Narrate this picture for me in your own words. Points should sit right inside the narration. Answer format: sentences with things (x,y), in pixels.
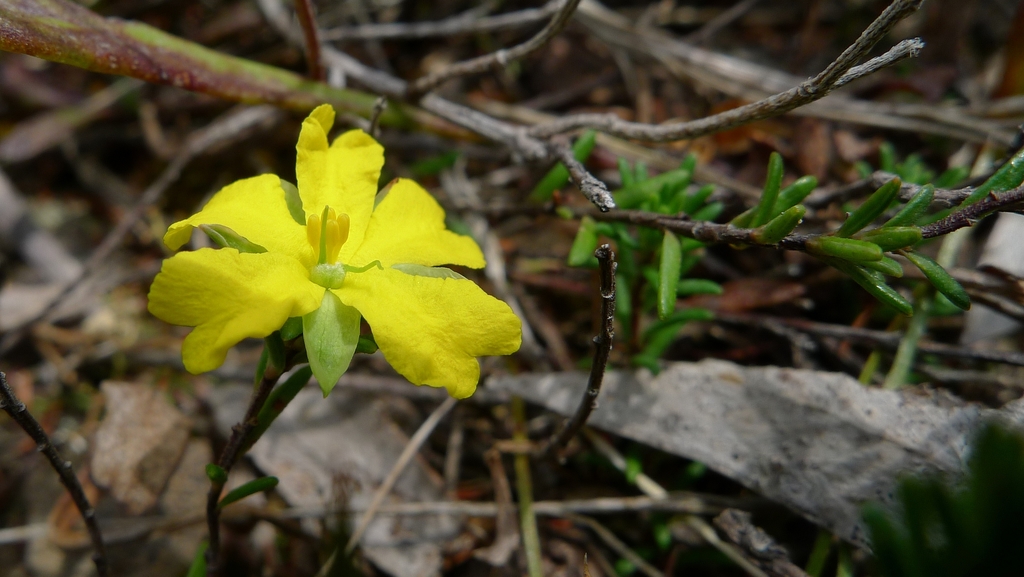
In this image in the foreground (302,272) there is one flower (358,274) and a plant (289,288), and in the background (476,444) there are some plants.
